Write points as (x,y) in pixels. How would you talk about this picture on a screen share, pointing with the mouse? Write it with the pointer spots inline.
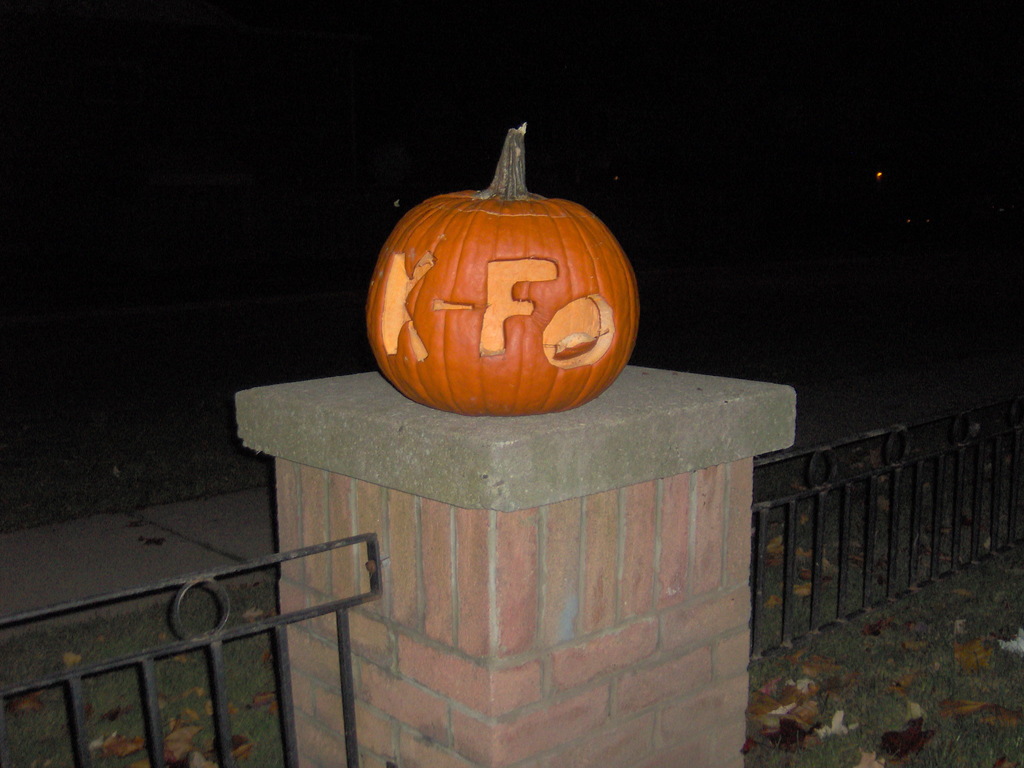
In this picture we can see railing (960,514) and a pillar (465,607) in the front (582,584), there is a pumpkin (563,405) placed on the pillar (568,484), we can see a dark background (807,159).
